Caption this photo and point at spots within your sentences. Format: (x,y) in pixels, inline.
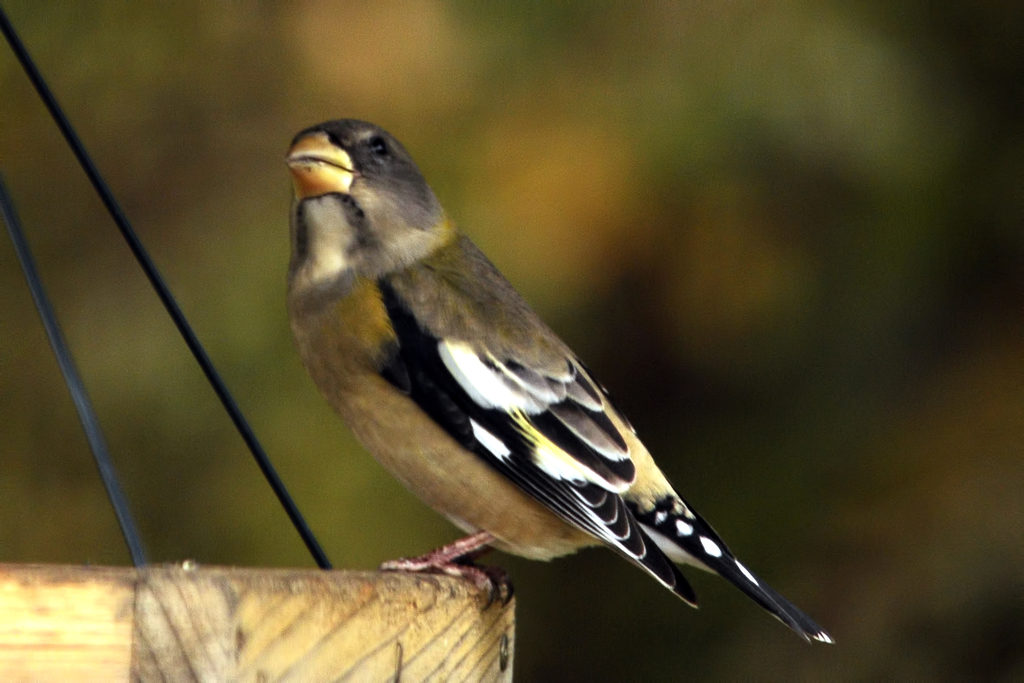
Here in this picture we can see a bird (357,377) present over a place (83,618).
